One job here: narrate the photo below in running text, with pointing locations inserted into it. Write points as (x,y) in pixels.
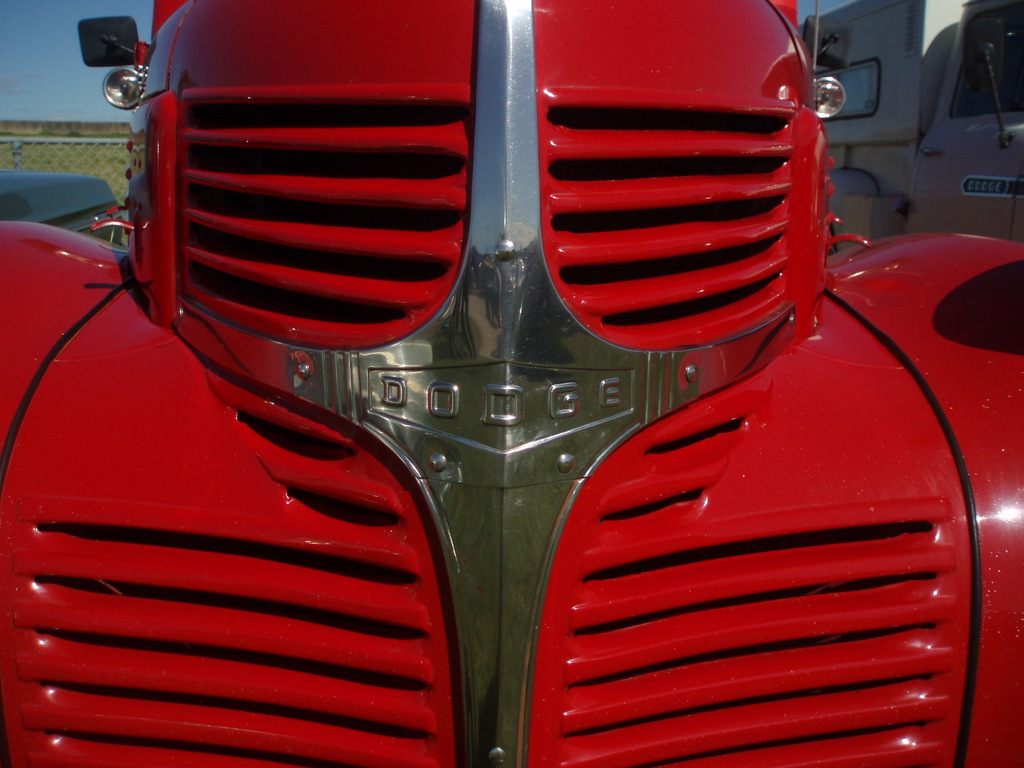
In the foreground of the picture (305,158) we can see a truck (496,175). On the right (922,92) there is a vehicle (854,60). On the left (71,196) we can see fencing (70,151), greenery (57,148), sky (40,106) and front part (60,202) of a vehicle (64,208).
